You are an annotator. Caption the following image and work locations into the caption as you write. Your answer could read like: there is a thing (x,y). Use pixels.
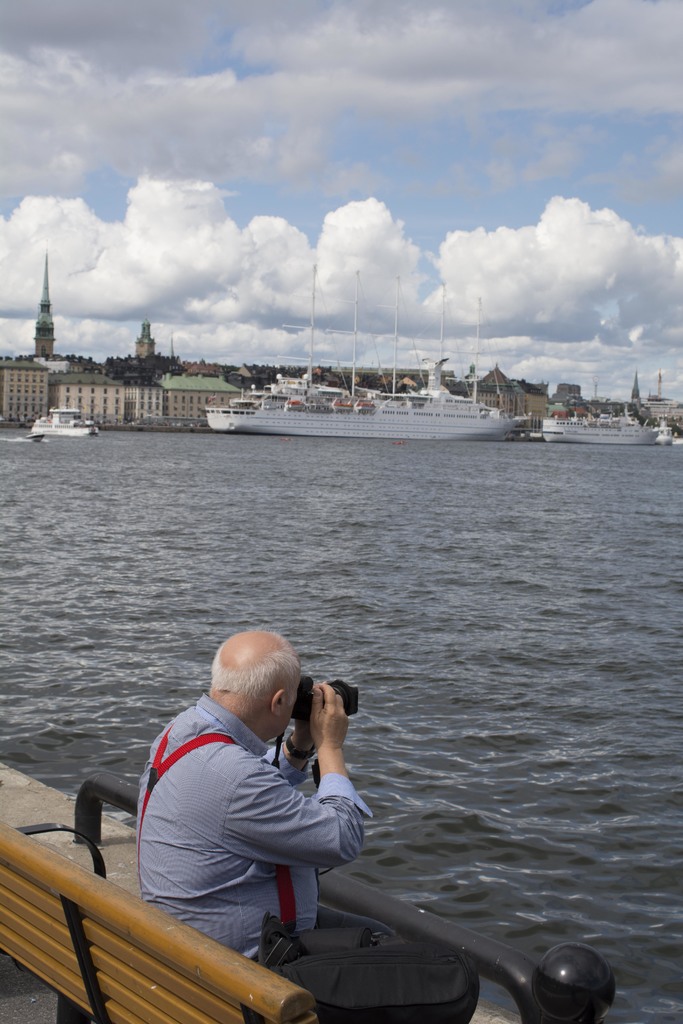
Here we can see a man (140,791) sitting on the bench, and holding a camera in his hands (320,725), and here is the water (589,504), and here are the ships (214,409), and at above here is the sky (564,188) cloudy.
